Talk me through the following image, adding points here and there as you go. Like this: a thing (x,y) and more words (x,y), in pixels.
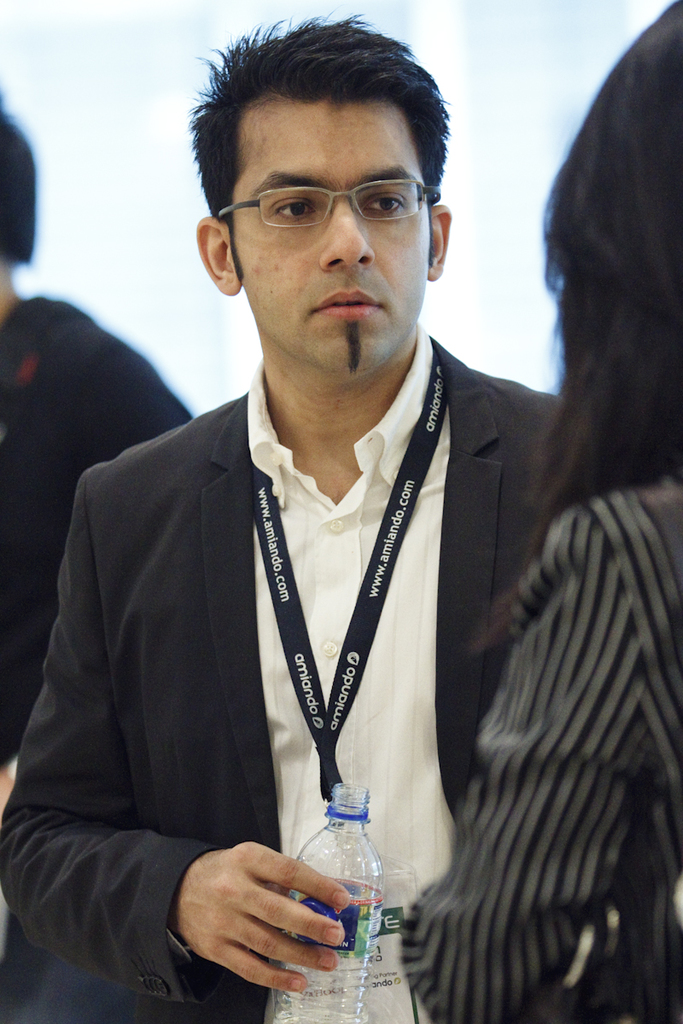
In the center (431,514) we can see one man (377,577) he is holding water bottle (340,968). In the right side (631,436) we can see one woman (602,336) standing and the left side (87,423) also one man (27,383) standing.
